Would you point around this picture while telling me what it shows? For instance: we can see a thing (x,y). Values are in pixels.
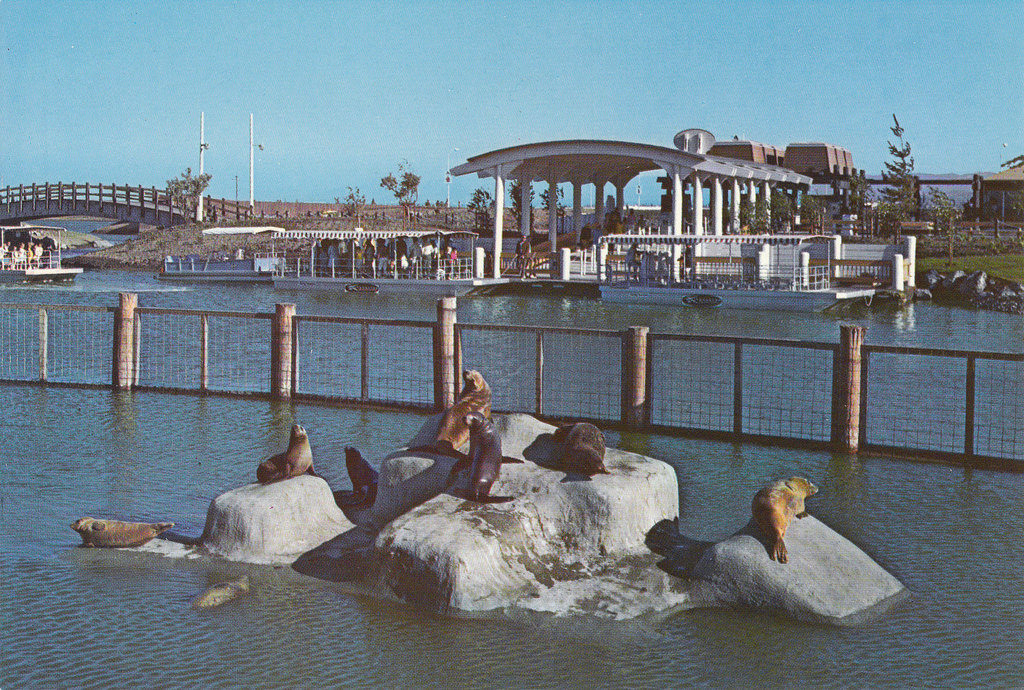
In this image we can see some animals (777,502) on the rock (494,548). We can also see a water body (1016,518), fence (398,393) and some people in the boats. On the backside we can see the bridge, poles (202,198), a roof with some pillars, grass (968,266), a group of trees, a building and the sky (637,43) which looks clear.
